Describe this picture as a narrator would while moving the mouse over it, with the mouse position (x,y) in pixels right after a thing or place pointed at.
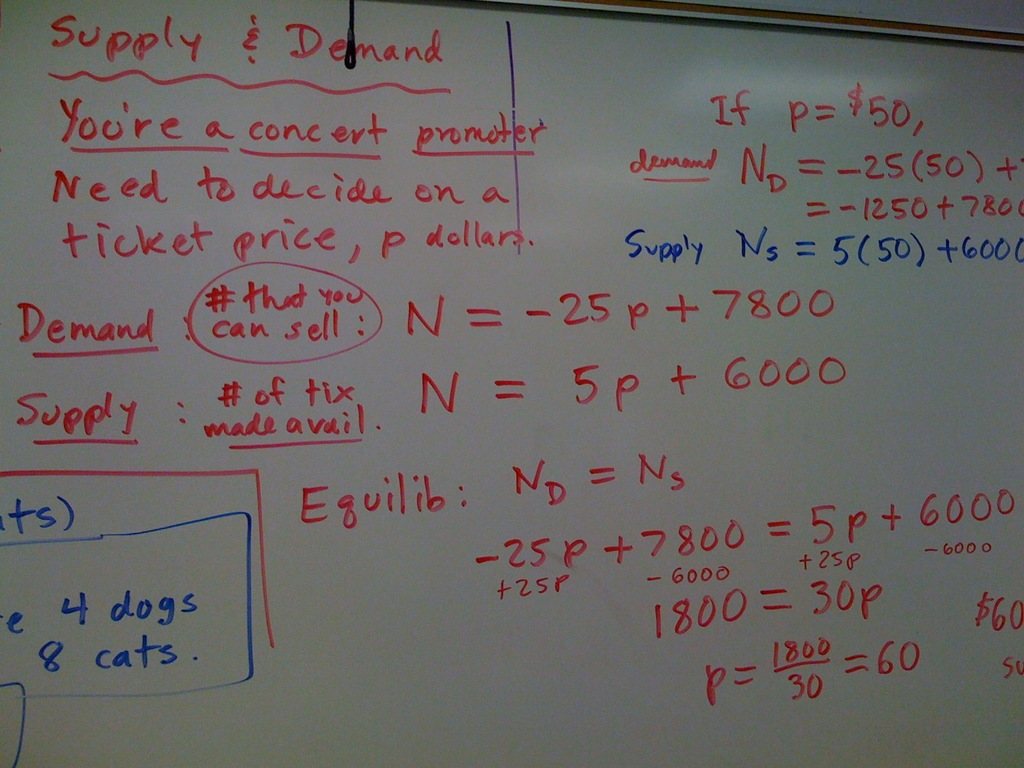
We can see texts (444,300) written on a board (335,408) with red and blue sketch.
